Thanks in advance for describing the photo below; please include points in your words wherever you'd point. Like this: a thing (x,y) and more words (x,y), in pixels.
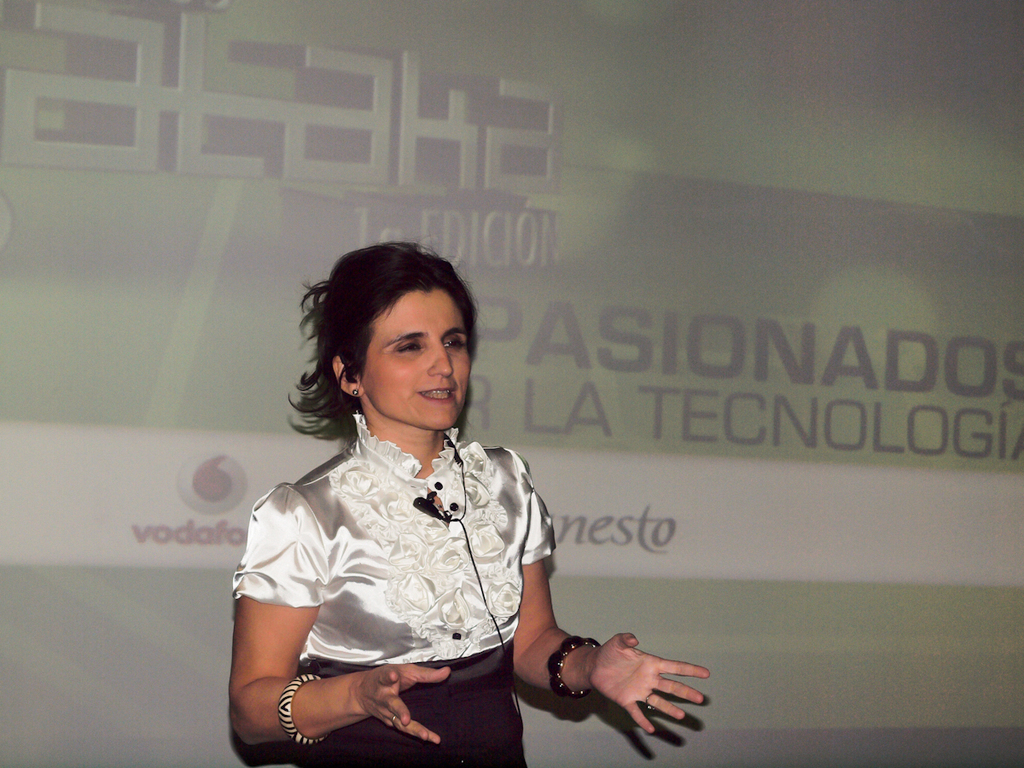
In this image I can see a woman (365,590) and she wearing a white color top (377,545) and her mouth (440,391) is open in the background (379,148) I can see a text (338,160) on the screen (814,366).
